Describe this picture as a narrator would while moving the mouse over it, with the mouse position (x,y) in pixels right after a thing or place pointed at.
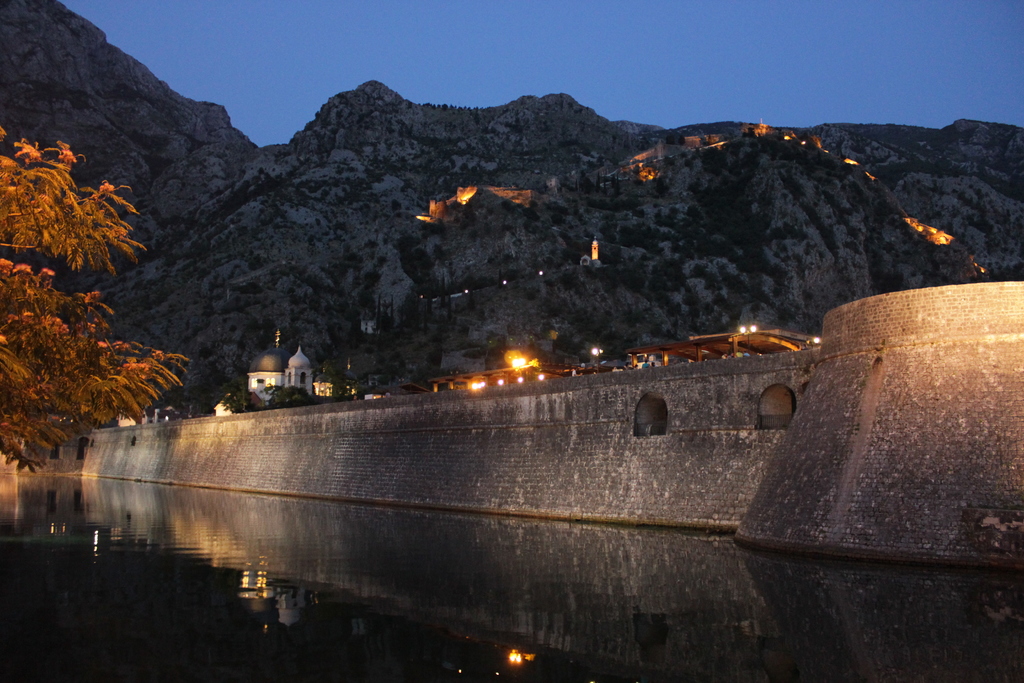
In the foreground of this image (295,593), there is water (207,588). On the left (44,249), there is a tree (52,208). In the background (757,416), there is a wall (211,423), few buildings (533,367), lights (520,367), mountains (519,208) and the sky (587,64).
